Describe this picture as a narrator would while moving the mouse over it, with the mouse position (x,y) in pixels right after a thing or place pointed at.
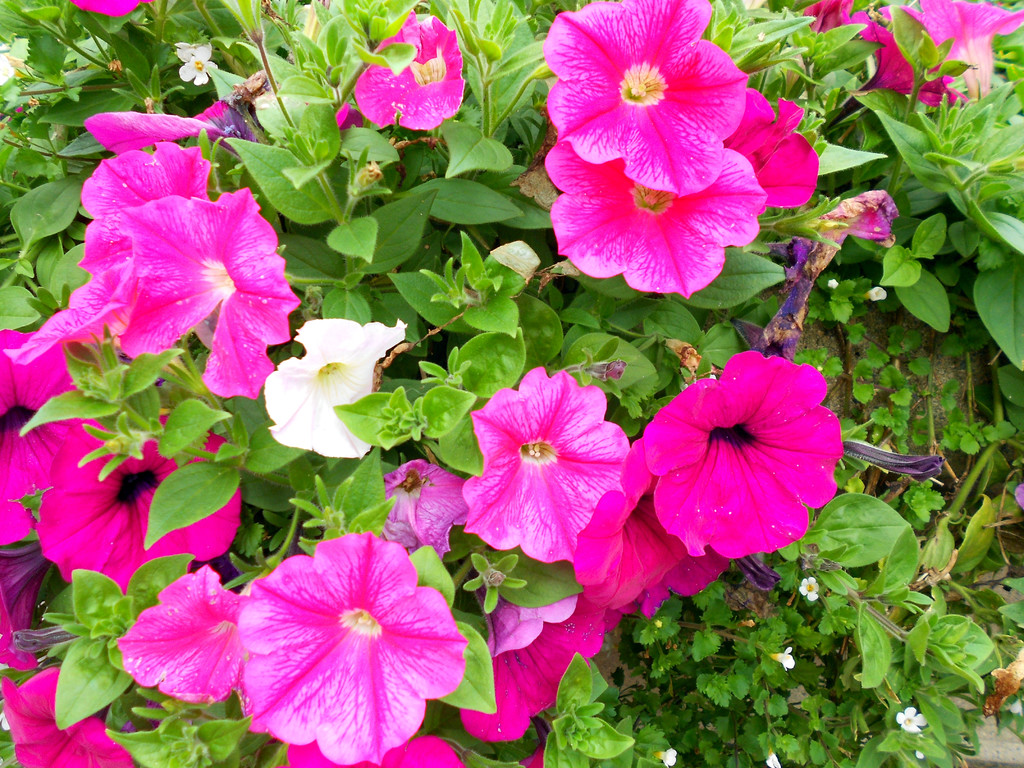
In this picture I can see white and pink color flowers (488,506) on the plants (707,284). In the left (157,422) I can see the leaf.
